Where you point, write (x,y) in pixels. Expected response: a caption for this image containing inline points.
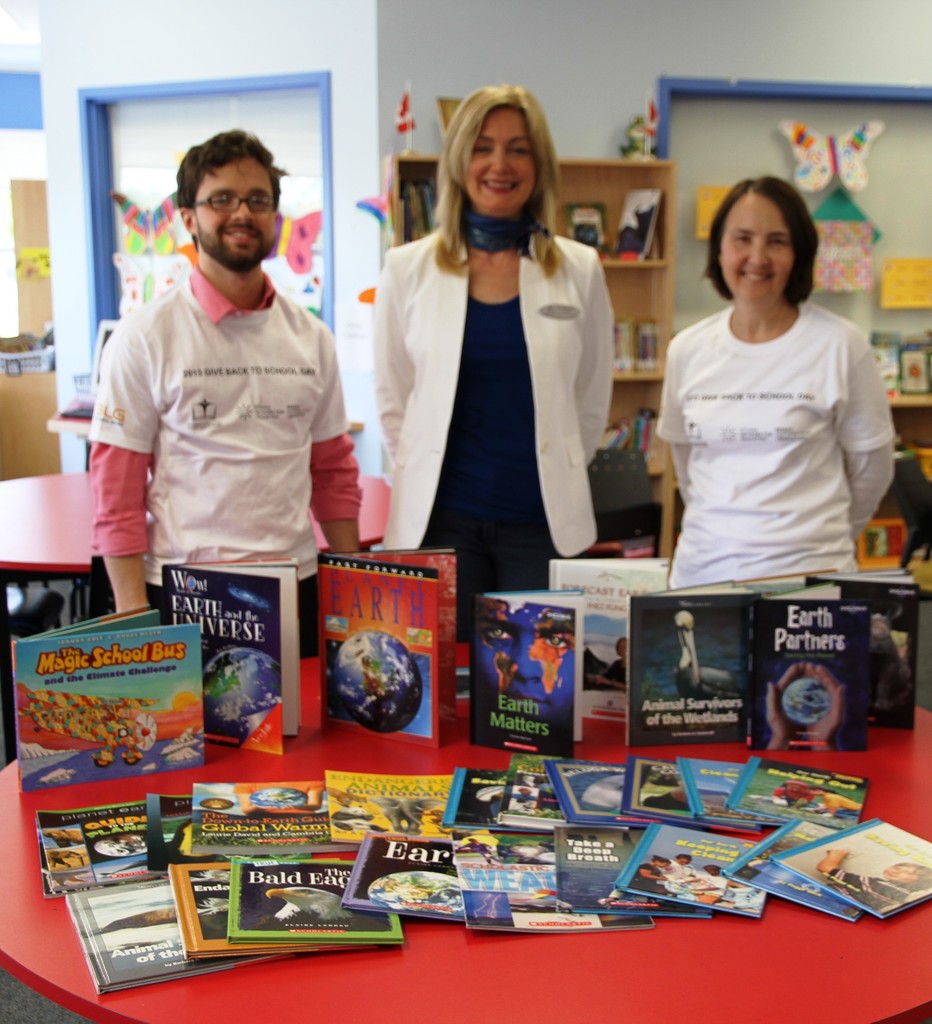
At the bottom of the image (262,762) there is a table (249,779) with many books (425,726). Behind the table (440,968) there are three people (277,435) standing. Behind them there is a cupboard (573,173) with books (655,335), walls (378,245) with images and also there is a red color table (62,501).
